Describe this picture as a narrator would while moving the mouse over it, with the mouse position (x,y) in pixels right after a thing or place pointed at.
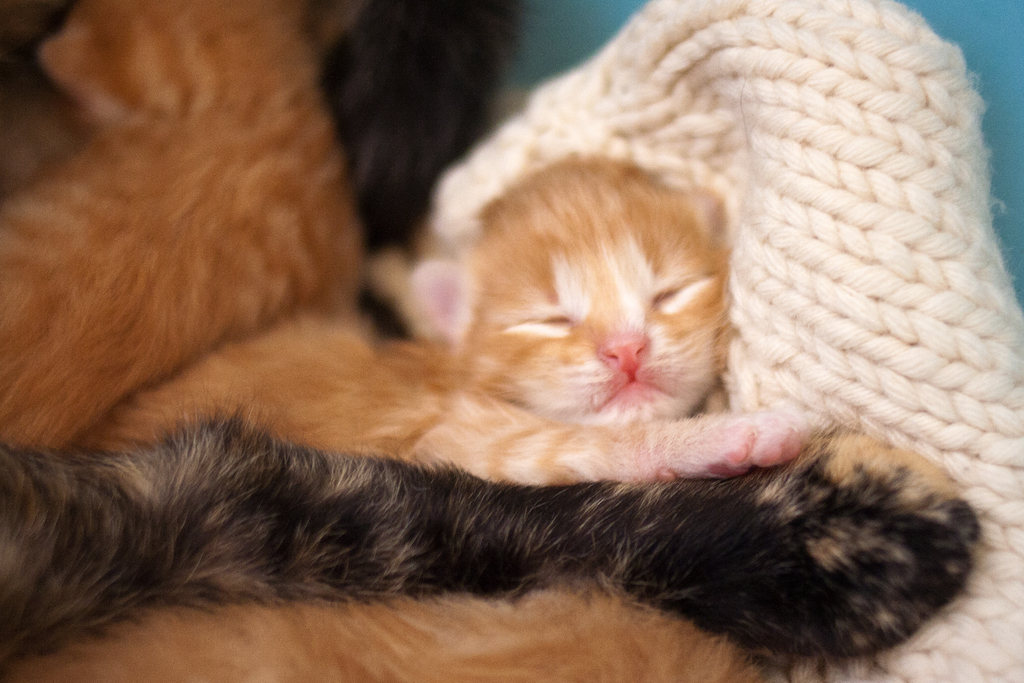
In this picture we can observe a brown color cat (620,342) sleeping on the white color cloth (825,164). We can observe another cat (141,134) on the left side (199,297) which is in brown color. In the background (579,33) there is a blue color wall (977,42).
